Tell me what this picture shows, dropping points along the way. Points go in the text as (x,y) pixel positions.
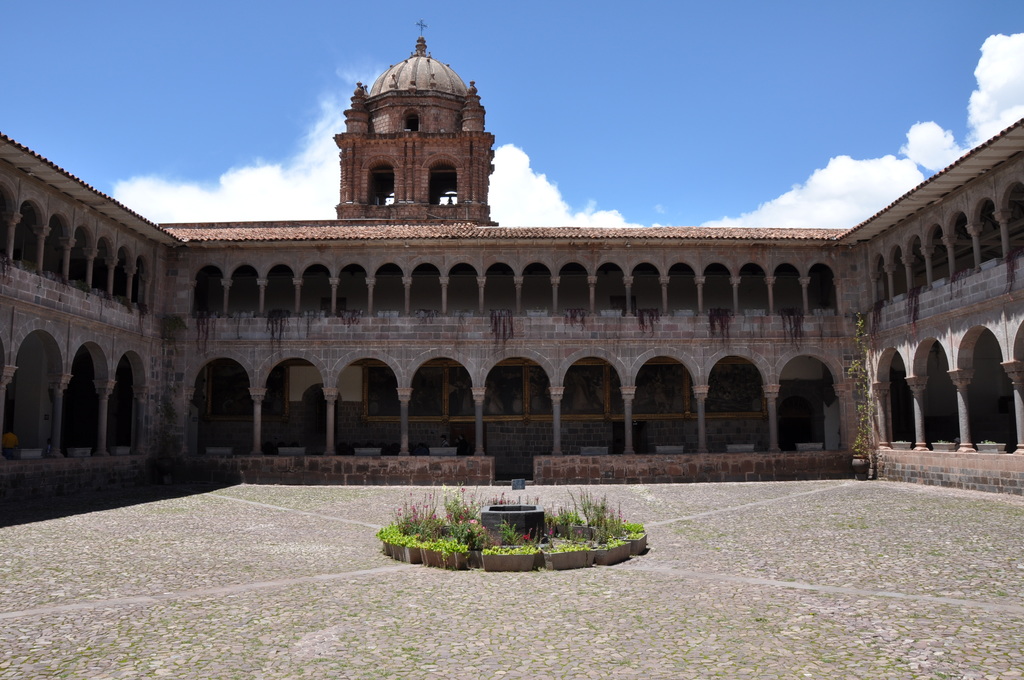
In this image I can see the building (416,282). I can see some boards (500,417) to the wall (452,422). In-front of the building (552,375) I can see the plants (410,540). In the background (347,99) I can see the clouds (294,180) and the blue sky (811,28).
